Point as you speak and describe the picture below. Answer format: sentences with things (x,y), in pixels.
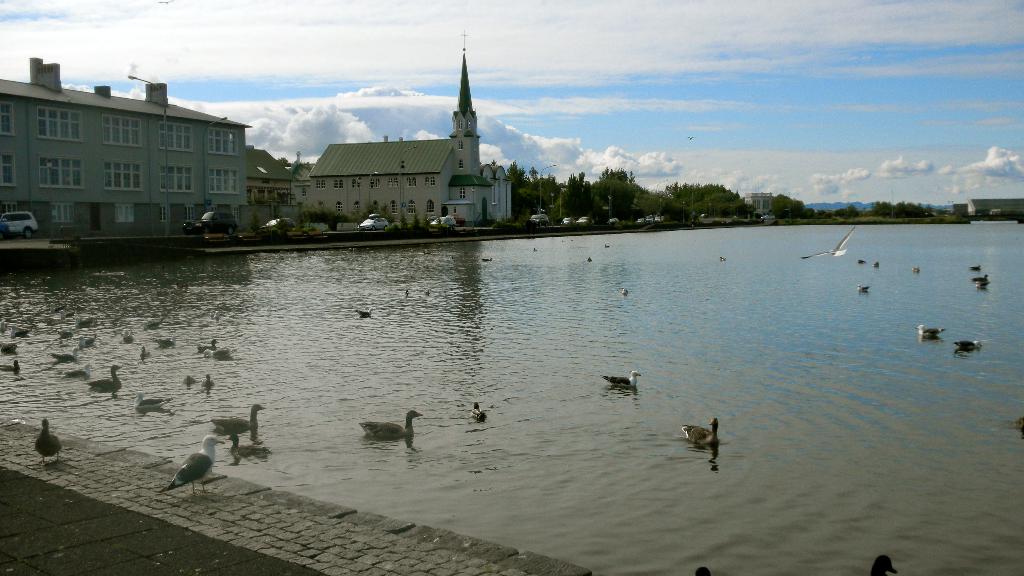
In this picture there are buildings (135,189) and trees (584,172) and poles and there are vehicles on the road (19,239) and at the back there is a mountain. At the top (858,134) there is sky (706,86) and there are clouds (632,69). At the bottom (802,393) there are birds (236,431) on the water (605,354) and there are two birds (48,442) on the pavement (330,535) and there is a bird (849,238) flying.
